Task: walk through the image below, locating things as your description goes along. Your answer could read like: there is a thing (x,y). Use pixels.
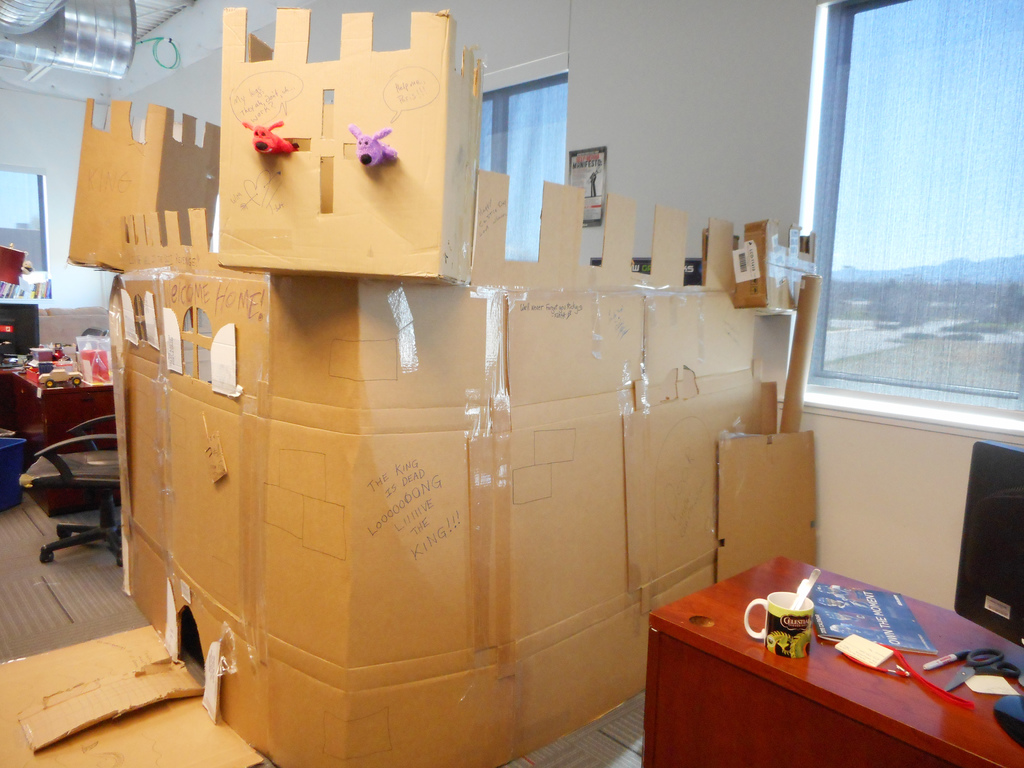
In this picture there is a desk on the right side of the image (1005,549), which contains a monitor (1014,450), a mug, and a book (857,609), there is a cardboard house (409,333) in the center of the image (356,312) and there is a table (9,405) and chairs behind it, there are windows (958,235) in the background area of the image (954,272).
